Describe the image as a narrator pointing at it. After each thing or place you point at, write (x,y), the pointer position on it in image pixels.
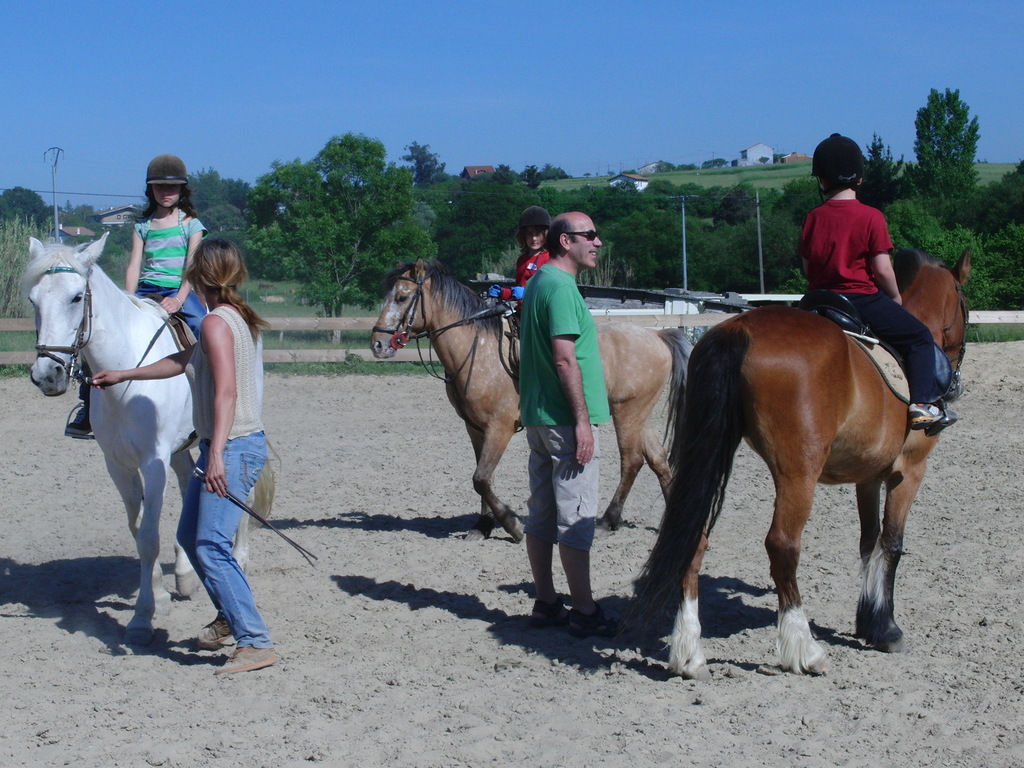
This picture describes about group of people (204,417) and few kids (173,307) sitting on the horses (481,526), in the background (764,269) we can see few trees (729,269), poles (759,234) and houses (69,231).
